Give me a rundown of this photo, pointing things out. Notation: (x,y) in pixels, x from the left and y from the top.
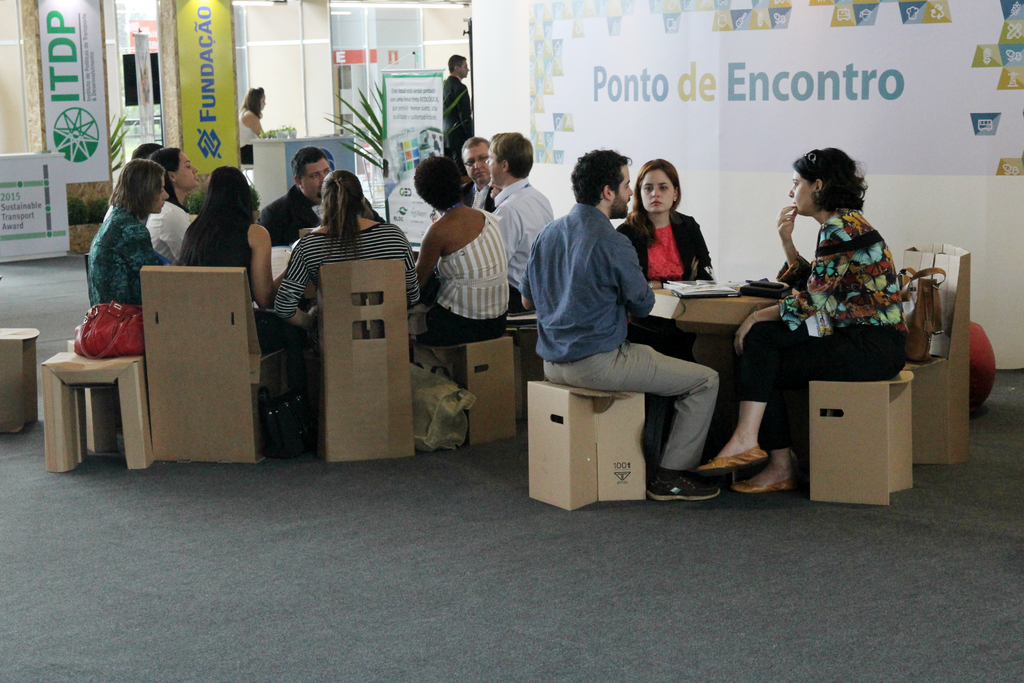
In this picture the group of people (498,145) sitting and discussing and in the backdrop (472,81) there is a banner (530,42) and also few people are standing.
